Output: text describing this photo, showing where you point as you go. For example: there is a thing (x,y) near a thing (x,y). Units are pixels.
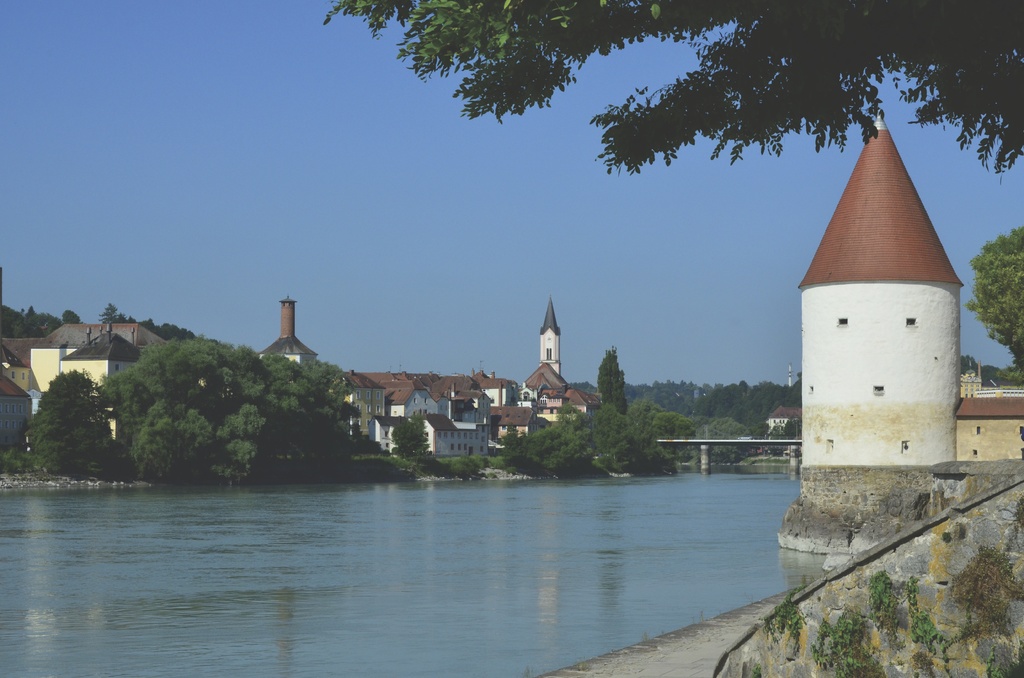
In this image there is the sky (439,215), there are buildings (543,355), there are buildings (20,370) truncated towards the left of the image (33,347), there are trees (687,393), there is a river (590,575), there is a wall (973,522) truncated towards the right of the image (1011,551), there is a tree (987,278) truncated towards the right of the image (1008,324), there is a tree (621,29) truncated towards the top of the image (840,33), there is a bridge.
